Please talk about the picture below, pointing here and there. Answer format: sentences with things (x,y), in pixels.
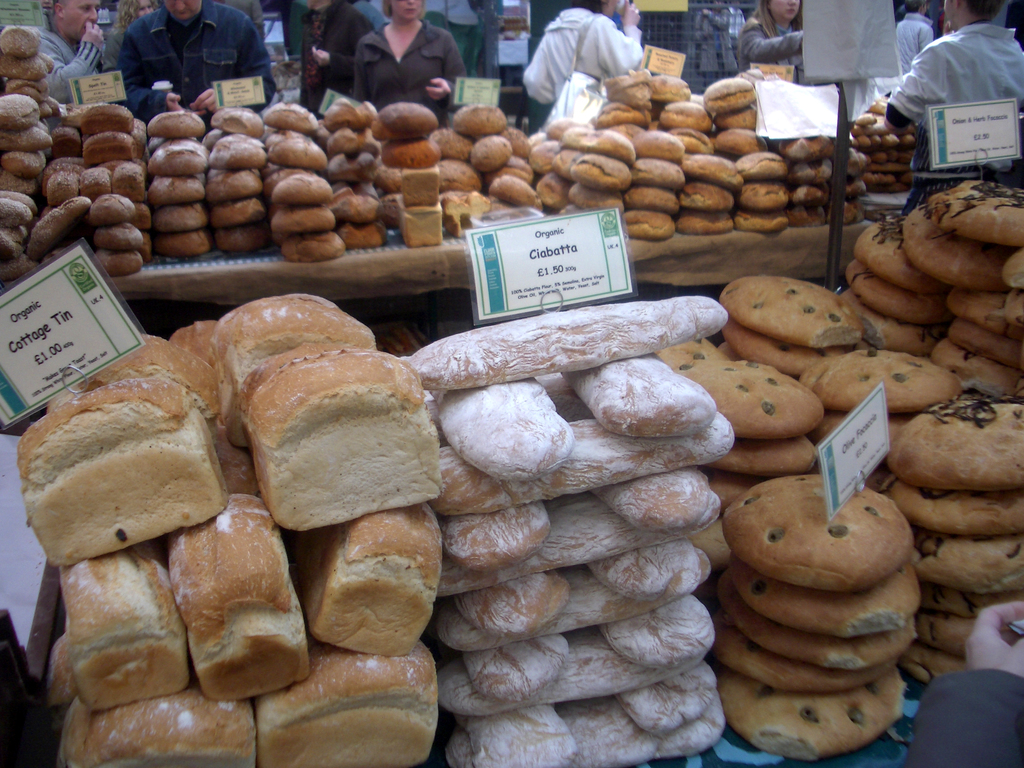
In this image I can see few food items (346,405) in brown and white color. I can see few boards (529,275) and few people (631,12) around and they are wearing different color dresses (248,51).
